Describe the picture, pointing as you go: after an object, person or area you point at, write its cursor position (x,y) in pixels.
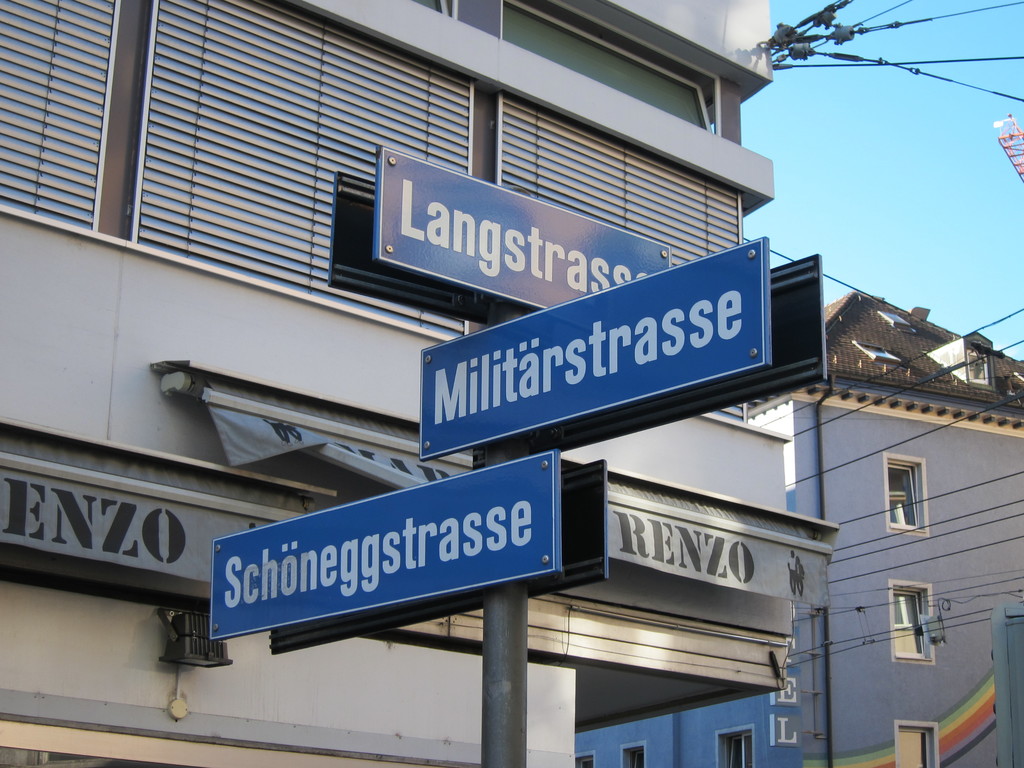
In this image there are buildings (995,506), sky (803,194), boards (548,262), pole (516,311) and objects (360,430). Something is written on the boards (518,210).
